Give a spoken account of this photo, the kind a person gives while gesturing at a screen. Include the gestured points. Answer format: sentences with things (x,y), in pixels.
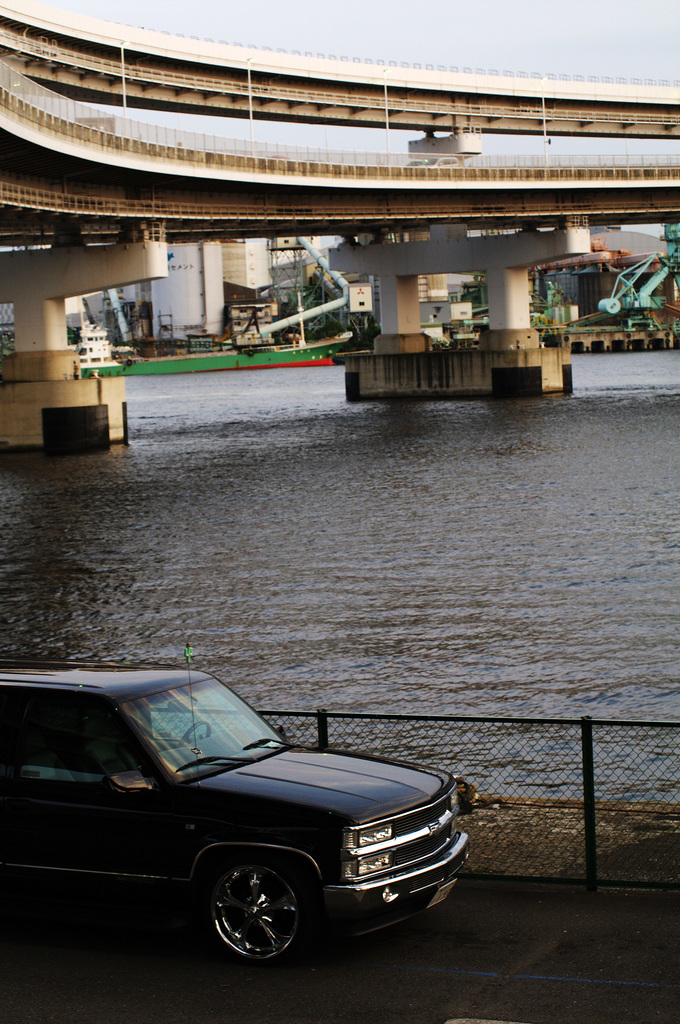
In this image, we can see a vehicle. We can see the fence (546,742) and some water (486,649). We can also see the bridge (403,294) and some houses (176,301). We can also see some objects (485,298) in the background (476,334). We can also see the sky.
